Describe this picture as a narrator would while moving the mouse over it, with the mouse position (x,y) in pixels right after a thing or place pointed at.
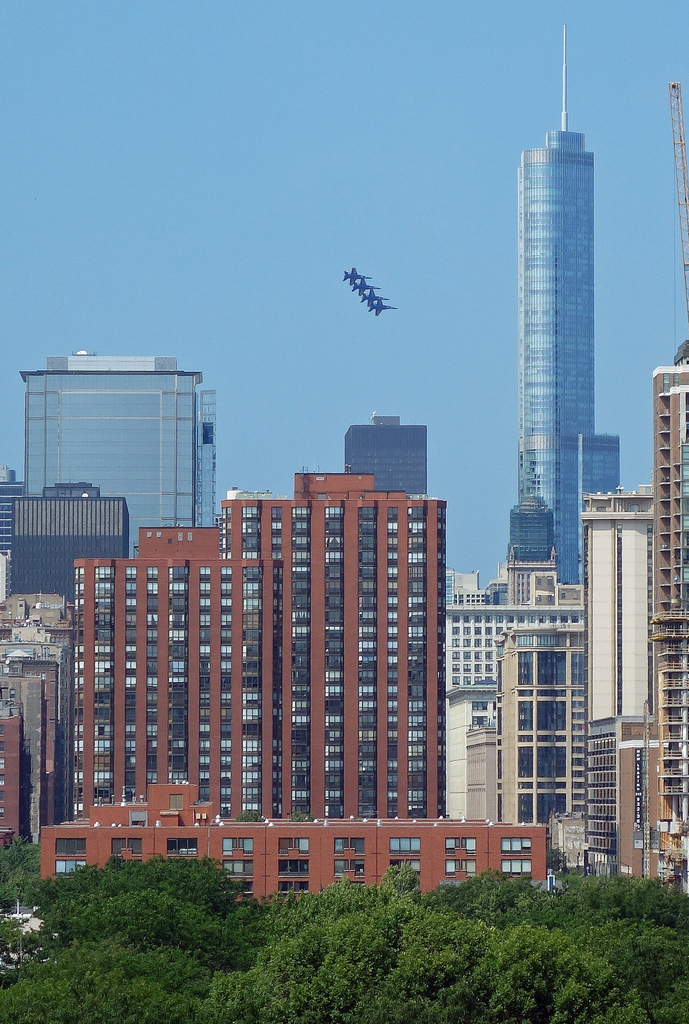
In this image I can see few trees (111,1023) in green color. In the background (353,629) I can see few buildings (328,629) in brown and white color and I can also see few aircraft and the sky (212,178) is in blue color.
